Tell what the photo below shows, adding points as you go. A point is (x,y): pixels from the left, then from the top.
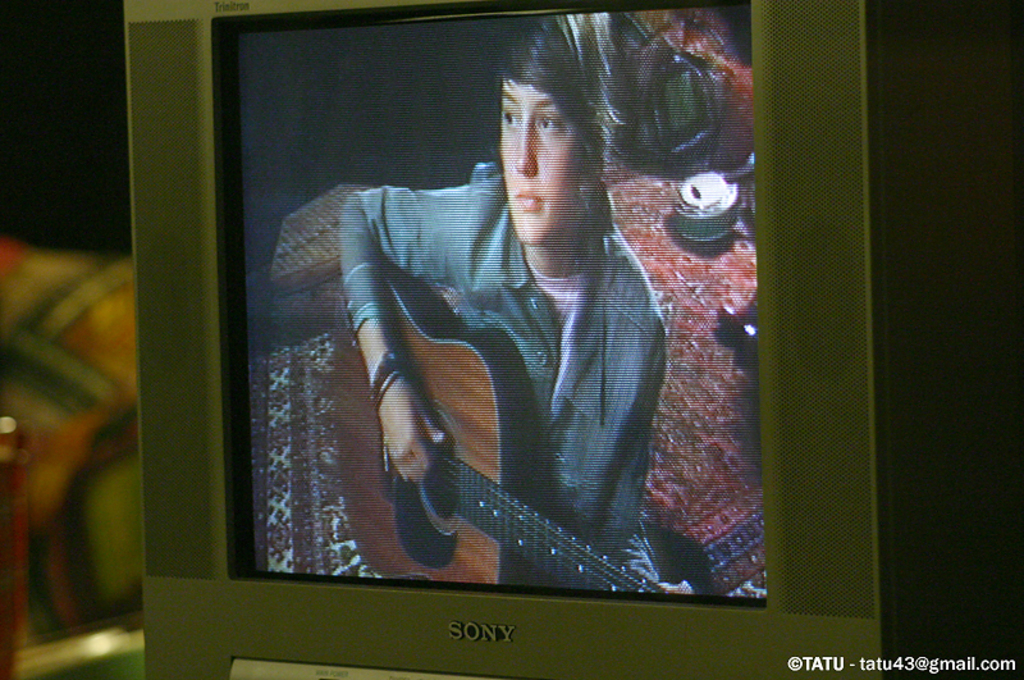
In the bottom right (862,659), there is a watermark (817,672). On the right side (819,54), there is a television (616,86) having a screen (617,160) and speakers (819,488). On the screen (707,332), there is a person (608,227) holding a guitar (423,400). And the background (110,6) is blurred.
